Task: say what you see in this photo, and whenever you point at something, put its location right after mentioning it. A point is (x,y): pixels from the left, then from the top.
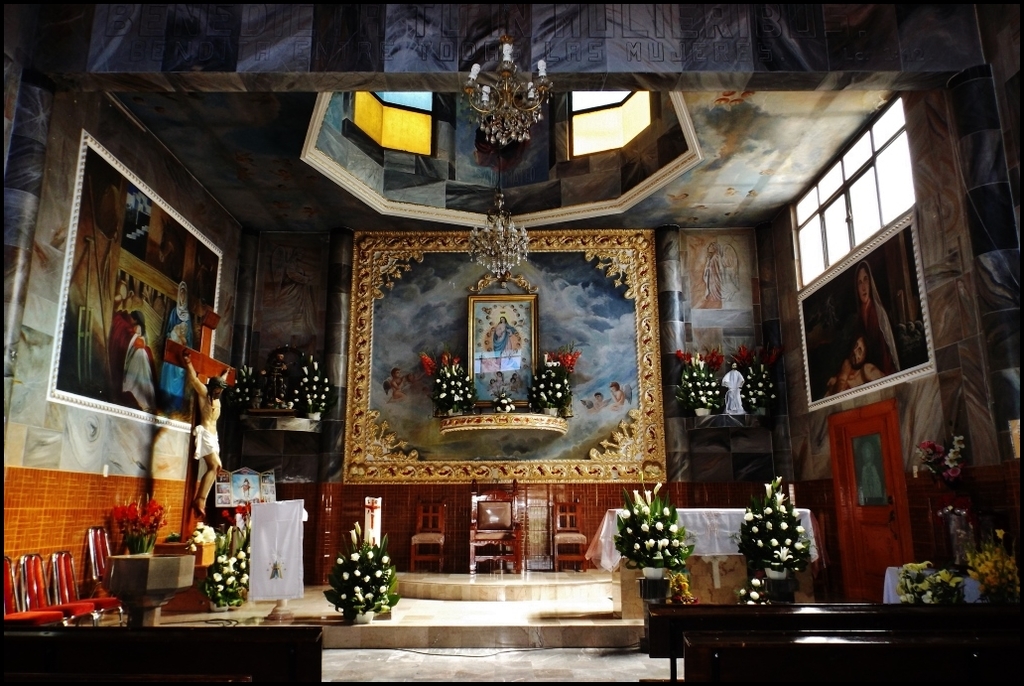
This picture is taken inside a church (174,328), there are beautiful walls (680,257) to that walls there are beautiful photo frames (442,346), there are chair (562,506), bouquet (761,566) and benches (712,621).
